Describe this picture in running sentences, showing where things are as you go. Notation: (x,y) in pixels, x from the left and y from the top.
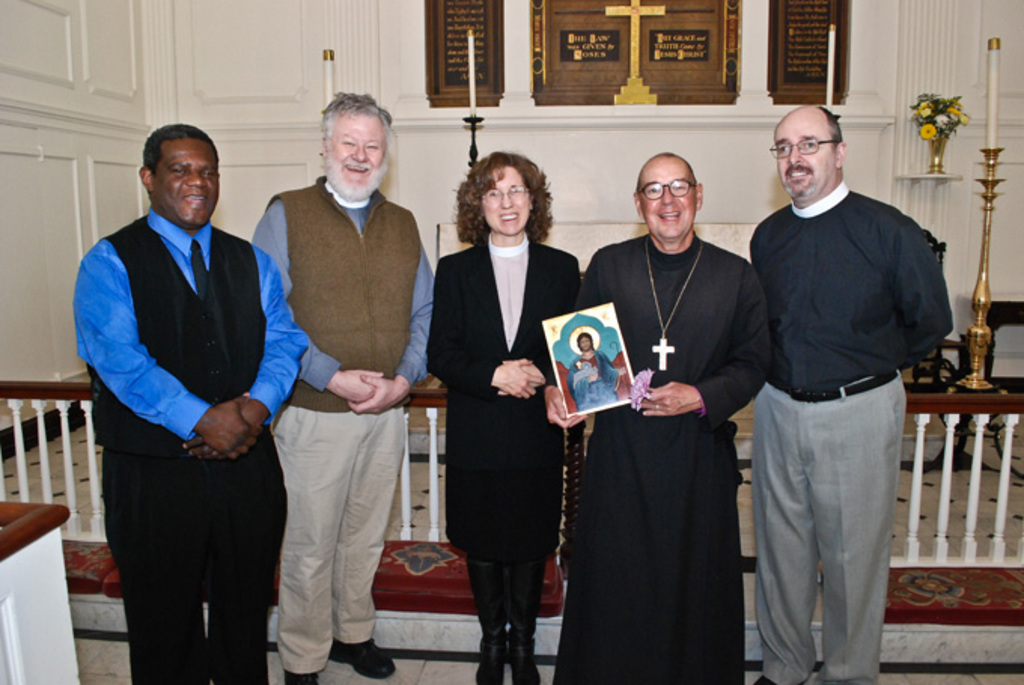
In this image we can see these people (891,269) are standing on the floor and smiling. Here we can see this person (667,454) is holding a photo frame (610,373) in his hands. In the background (19,443), we can see the fence (91,435), candle stands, flower vase (953,127) and the wall (887,152) where a cross statue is kept.
